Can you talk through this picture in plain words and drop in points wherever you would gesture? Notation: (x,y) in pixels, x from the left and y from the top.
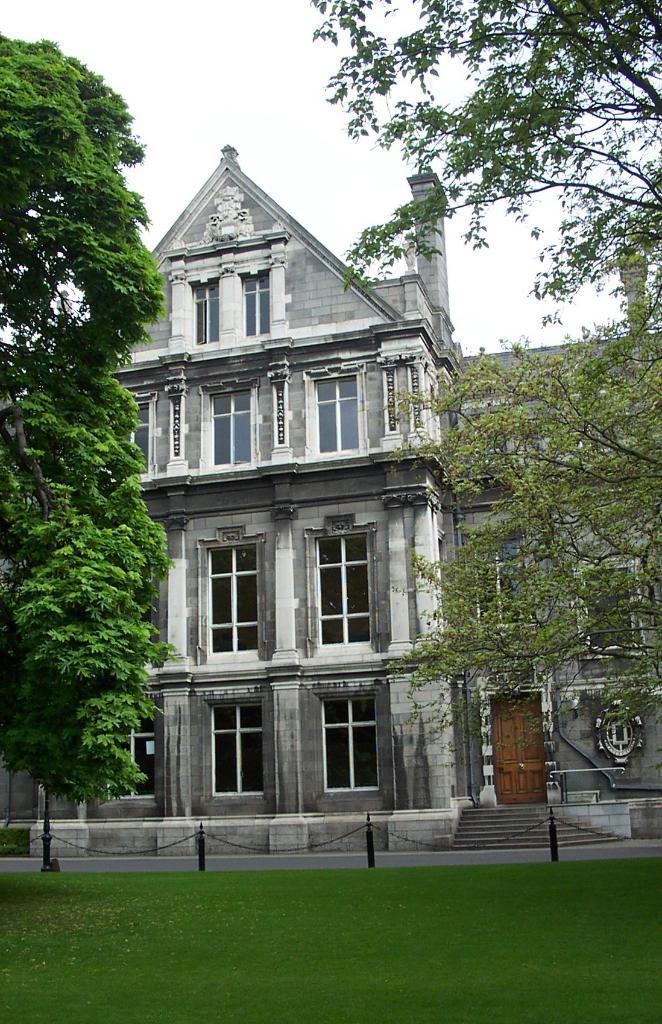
In the picture we can see a grass surface (344,919) and behind it, we can see a path (226,869) and near it, we can see house building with windows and beside it also we can see another building (512,742) with door (496,750) and window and besides the building (581,708) we can see trees (626,454) and behind the building (294,322) we can see a sky (323,161).
